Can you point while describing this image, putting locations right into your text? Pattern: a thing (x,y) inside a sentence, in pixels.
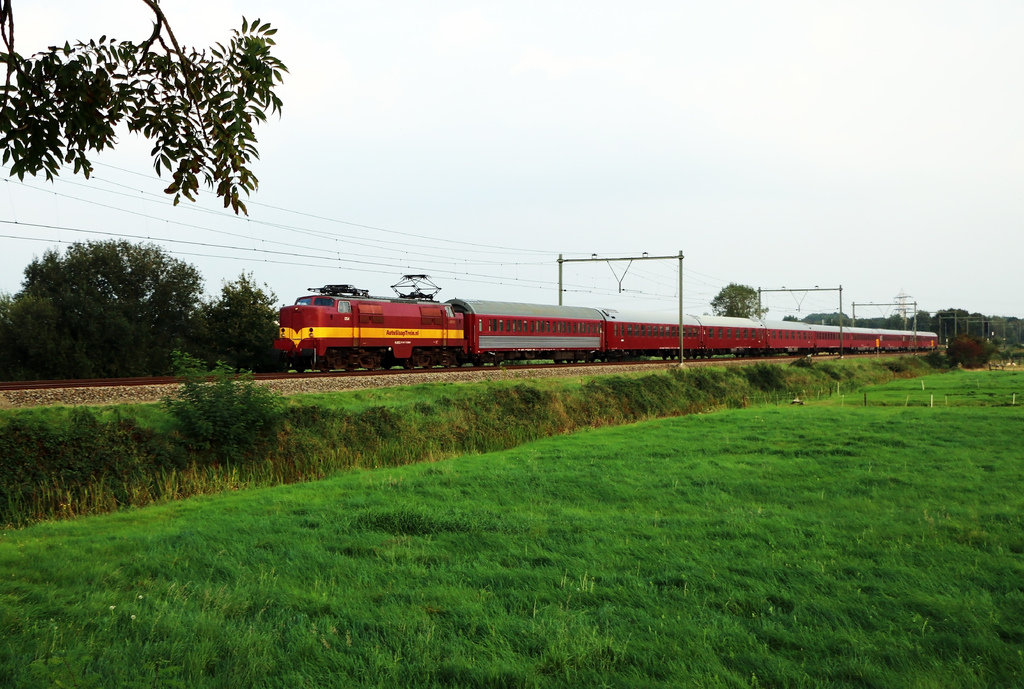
In this picture at the bottom (784,555) it is the grass (523,564) and in the middle (349,286) a train (558,343) is moving on the railway track (473,377). It is in red color, on the left side (41,318) there are trees (137,301), at the top (613,107) it is the cloudy sky (494,123).
